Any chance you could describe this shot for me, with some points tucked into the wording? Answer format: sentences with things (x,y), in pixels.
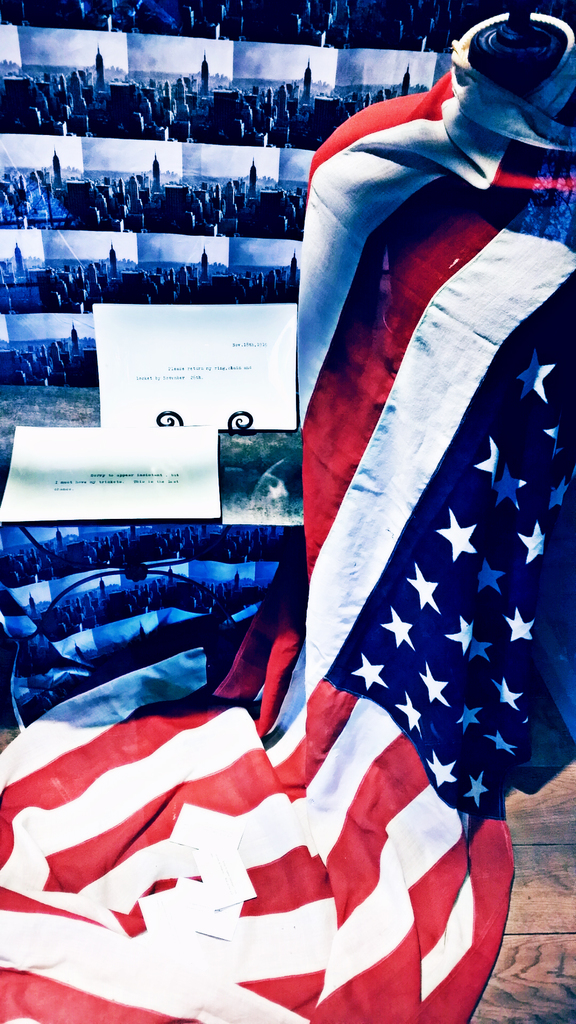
In this image we can see the flag (167,766) on a mannequin (480,659). On the backside (103,253) we can see a group of pictures (131,255) of the buildings (160,221) and some boards (202,385) with text (95,474) on it.
